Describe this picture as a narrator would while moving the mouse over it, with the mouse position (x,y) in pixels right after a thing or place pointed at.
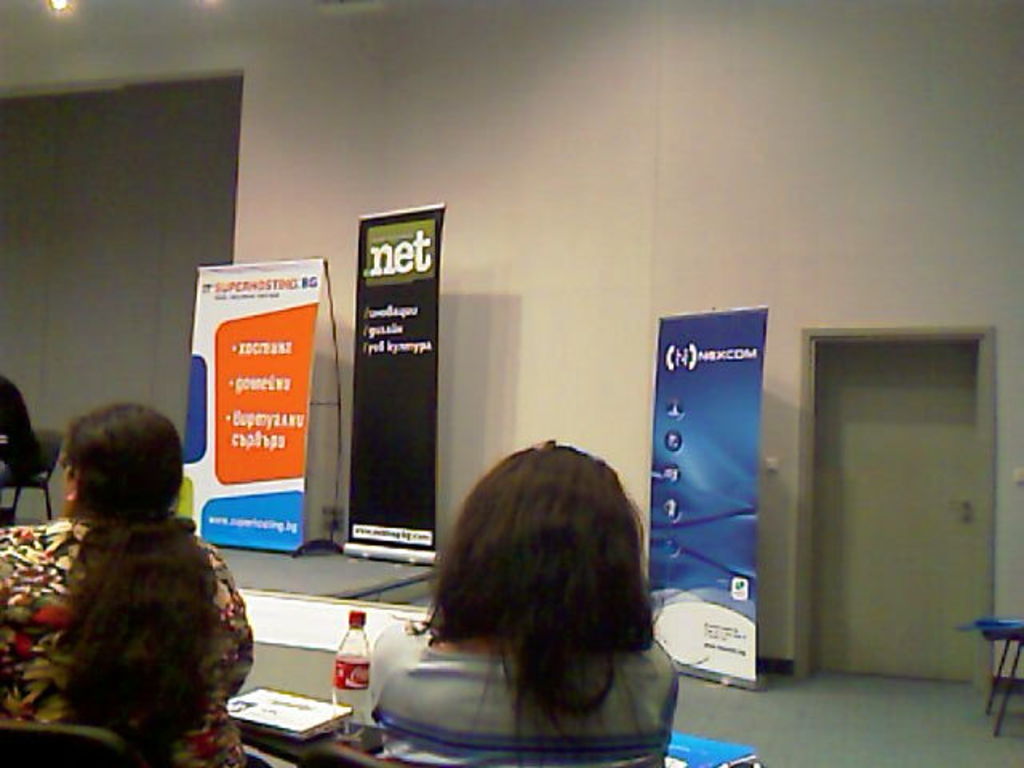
In the foreground of the picture (108,577) there are two women (189,651) sitting in chair (42,746), in front of them there are books (315,724), table (322,735) and a coke bottle (354,663). In the center of the picture (373,395) there are banners (426,527) and stage (367,574). On the right (991,641) there is a chair (1011,633) and a door (884,477). On the left (28,448) there is a person (18,437) sitting in chair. At the top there are lights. In the center of the picture (583,384) it is wall (481,111).
